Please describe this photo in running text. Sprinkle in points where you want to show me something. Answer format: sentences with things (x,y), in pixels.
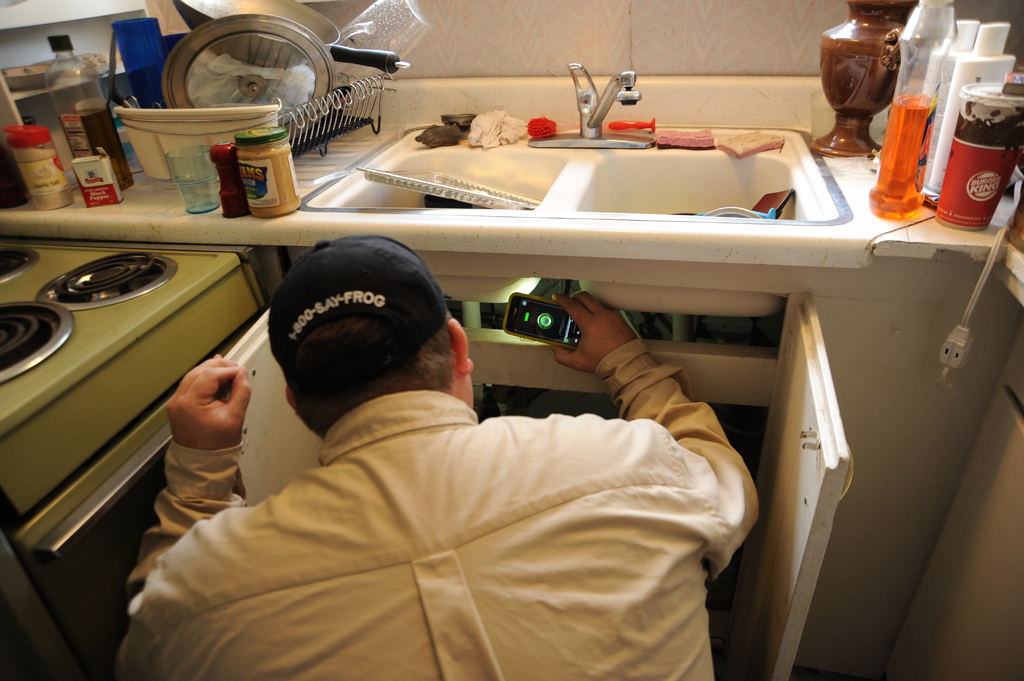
In this image at the bottom (545,546) there is one person (445,540) who is holding a mobile phone (549,319) and he is looking in to the cupboard (531,353), and in front of him there is one cupboard (353,216), washbasin (308,196), stove (51,312). And on the cupboard (162,206) there are some bottles (252,151), utensils (269,85), vessels (298,66), bottles (937,91), clothes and some other objects (857,117).
